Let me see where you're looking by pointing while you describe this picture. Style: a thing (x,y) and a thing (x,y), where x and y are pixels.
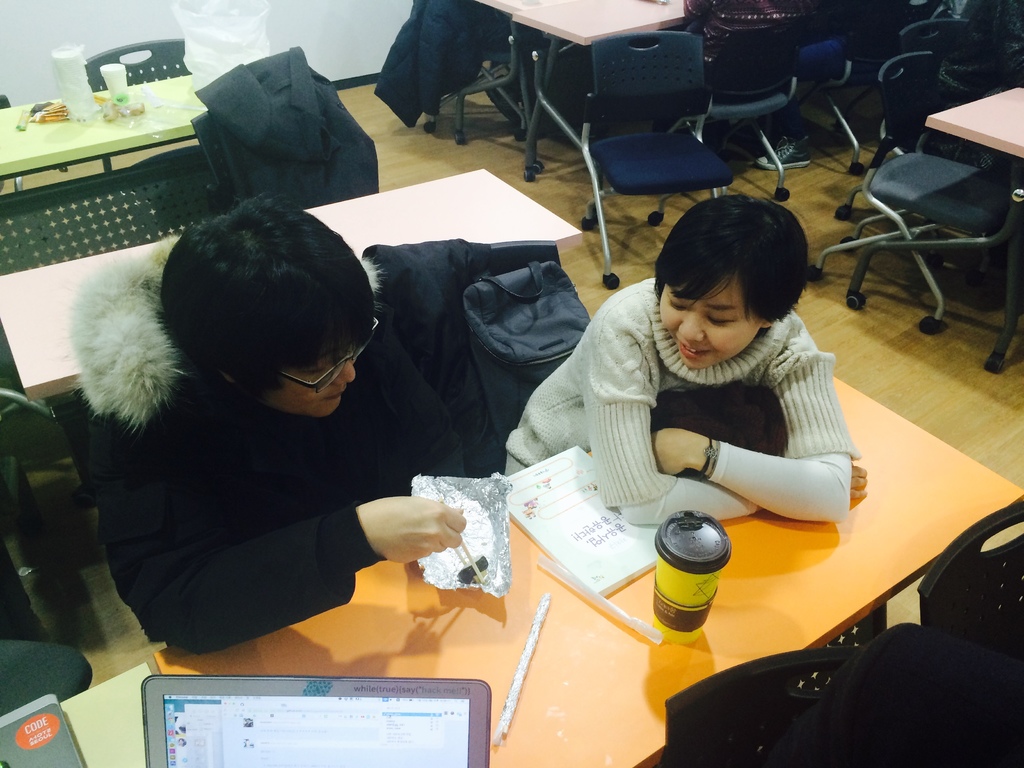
In this image there are two persons (628,416) sitting on their chairs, one of them is holding something in his hand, in front of them there is a table (463,664). On the table (501,619) there is a book (567,529), laptop (358,740) and a few other objects (713,532) placed. Behind them there are bags (504,334) and there are few more chairs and tables (22,143), in the one of the tables (1023,190) there is some stuff (62,104) on it.
